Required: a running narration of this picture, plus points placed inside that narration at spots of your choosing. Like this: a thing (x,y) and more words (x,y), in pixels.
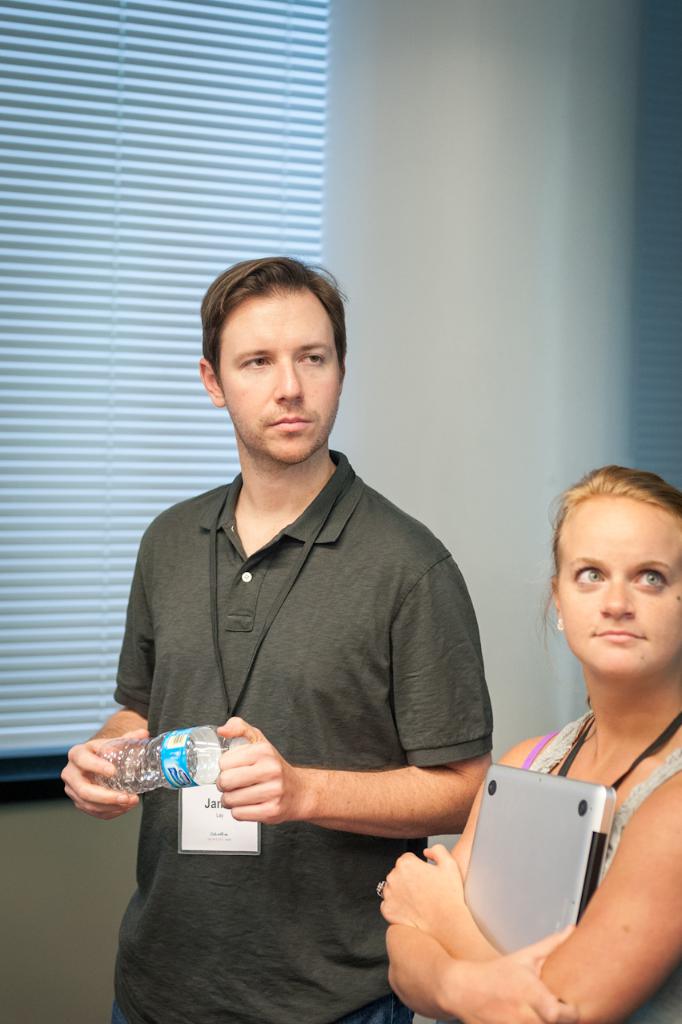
In the image we can see there are two people (387,605), right side (643,709) is a woman (608,656) and left side (192,587) is a man (186,577). Man (186,577) is holding a bottle (168,743) in his hand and woman (472,843) is holding a laptop (518,875).
